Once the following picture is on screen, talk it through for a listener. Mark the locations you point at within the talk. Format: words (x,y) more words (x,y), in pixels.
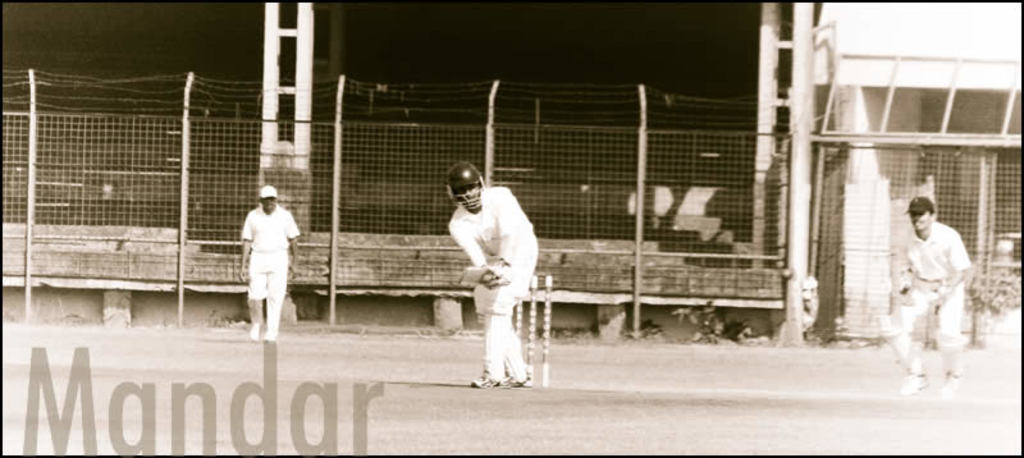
In the foreground of this image (483,308), there are three people (484,260) playing cricket where a man (526,293) is standing, holding a bat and wearing helmet (456,184). Behind him, there are wickets (533,307) on the ground (560,408). In the background (182,130), there is fencing (356,128) and it seems like shed (439,52) and a wall (950,34) on the right side (922,35).
